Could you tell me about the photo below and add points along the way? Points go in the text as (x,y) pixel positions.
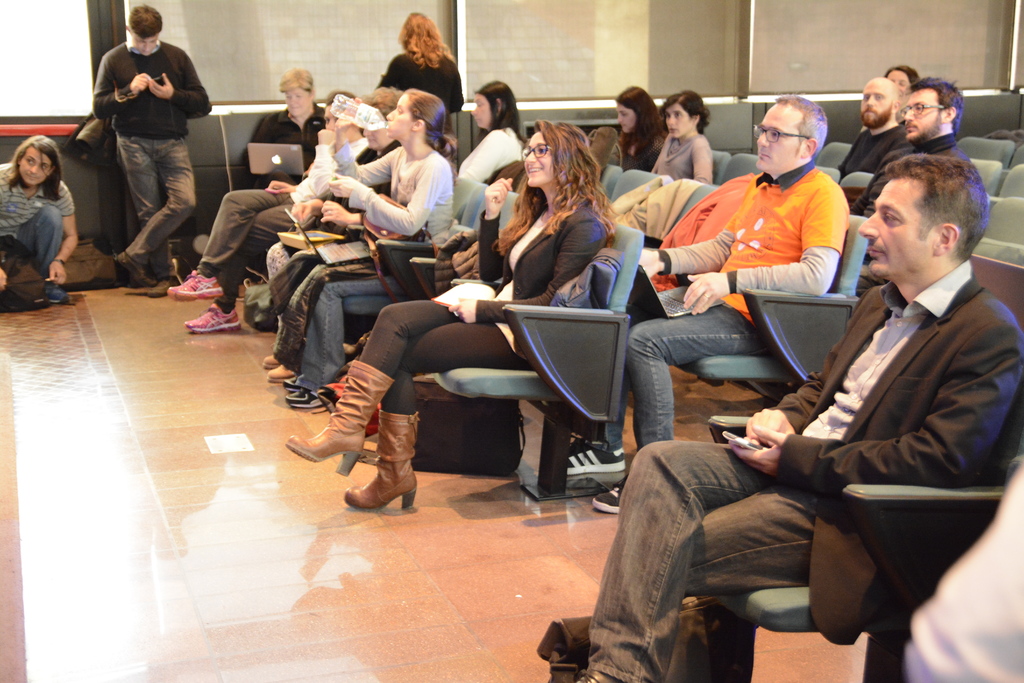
In this image I can see number of people (954,249) are sitting on chairs (1010,186). I can see few of them (139,13) are standing. Here I can see a person (281,131) is having a laptop (271,170) in hand (283,191).
